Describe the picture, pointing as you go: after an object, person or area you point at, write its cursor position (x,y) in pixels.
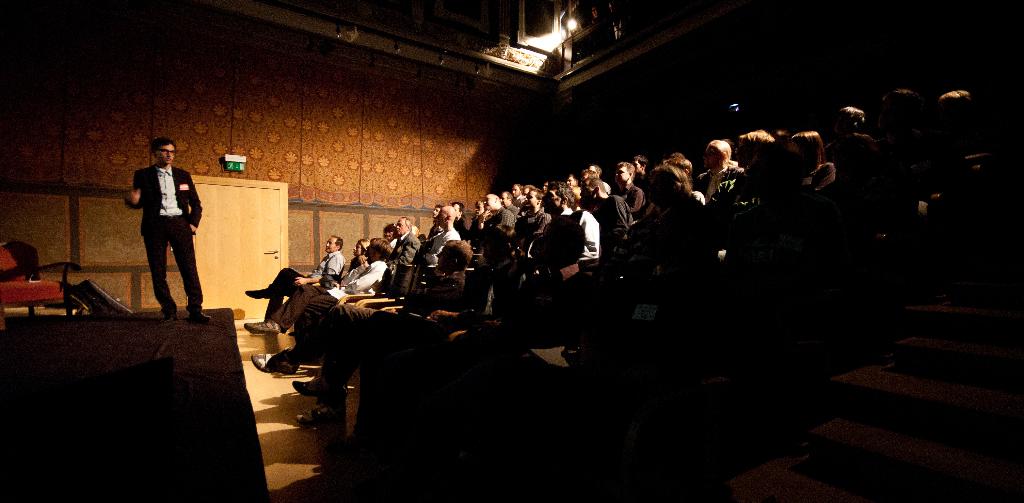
This picture is dark, there are people (382,252) sitting on chairs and this man (157,209) standing on stage (204,363). We can see chair (25,283). In the background (111,148) we can see wall (410,177), door (230,191) and board (244,168).
